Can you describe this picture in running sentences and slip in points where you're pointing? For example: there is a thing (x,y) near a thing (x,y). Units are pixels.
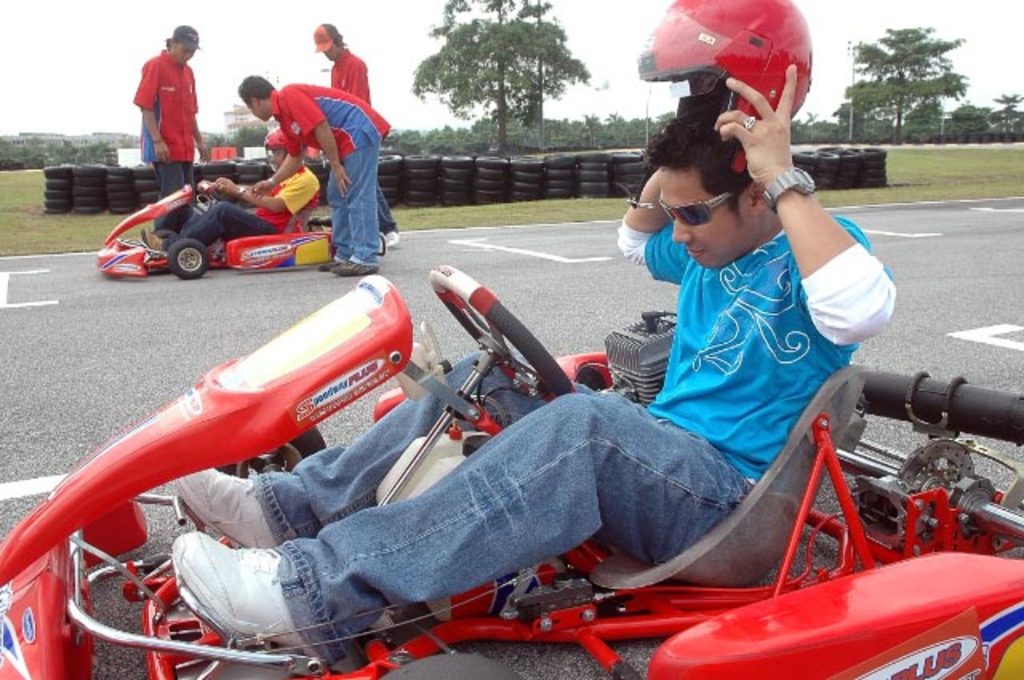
This 2 persons (708,420) are sitting on this vehicles (260,400). This person (548,491) is wearing a helmet (713,57). Far there are number of trees (513,66). These are tires (123,173). These 3 persons (336,136) are standing.
